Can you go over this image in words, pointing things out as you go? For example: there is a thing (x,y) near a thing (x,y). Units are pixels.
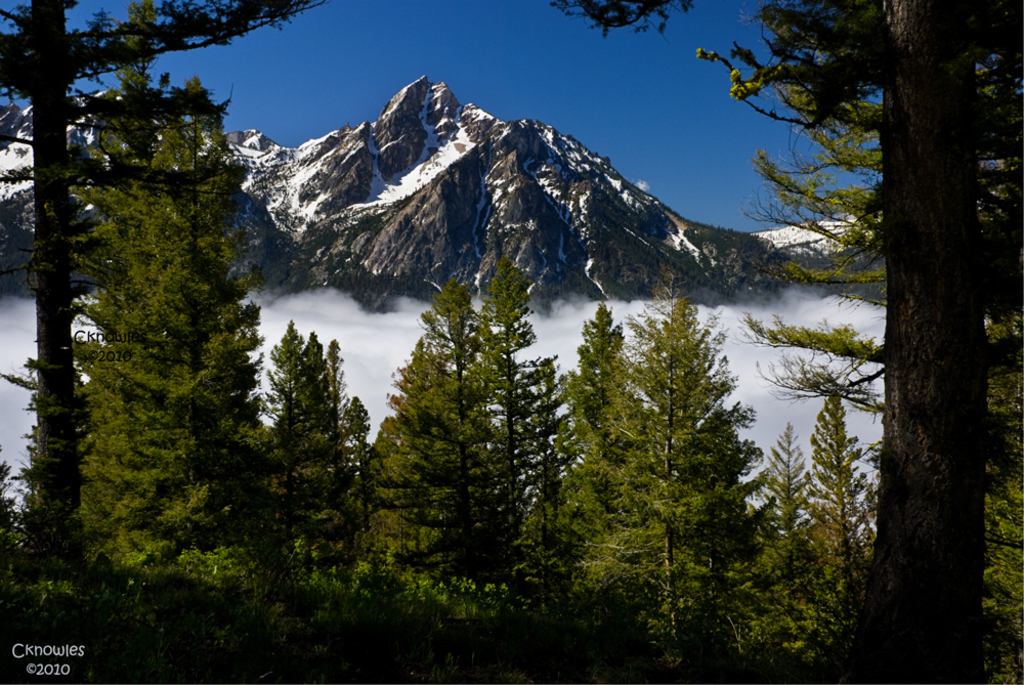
In the background (647,96) we can see a clear blue sky (536,80). Here we can see mountains (566,218) with peaks (584,200). These are trees (431,510). At the bottom left corner of the picture (15,650) we can see a water mark (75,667).
